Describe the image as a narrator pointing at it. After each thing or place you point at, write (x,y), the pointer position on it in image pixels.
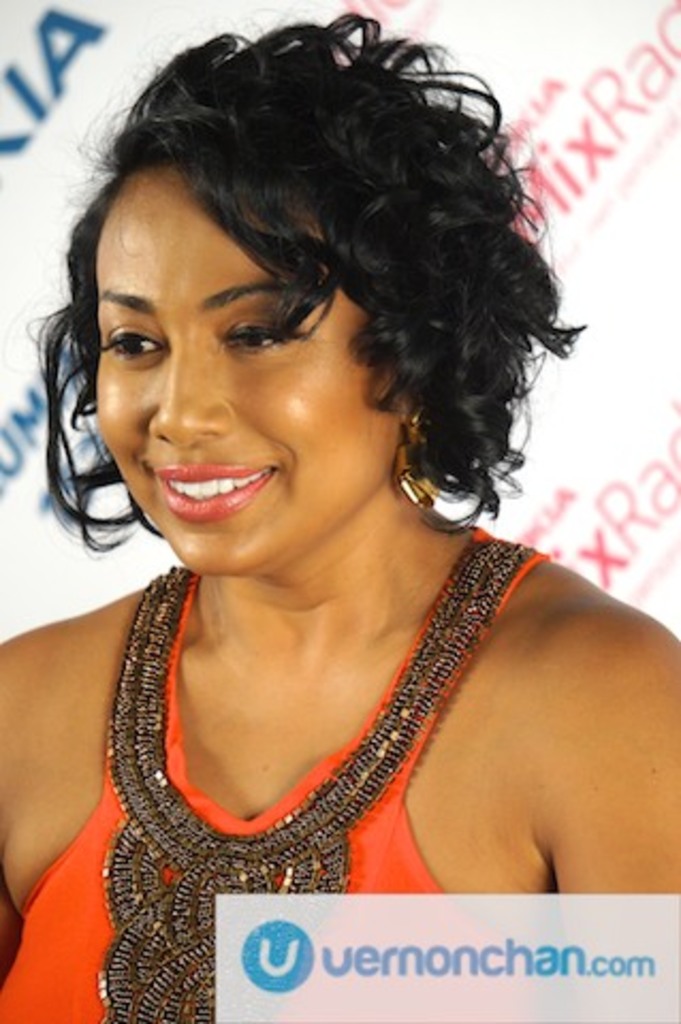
In this image we can see a person (234,774) wearing orange color dress (175,916).
